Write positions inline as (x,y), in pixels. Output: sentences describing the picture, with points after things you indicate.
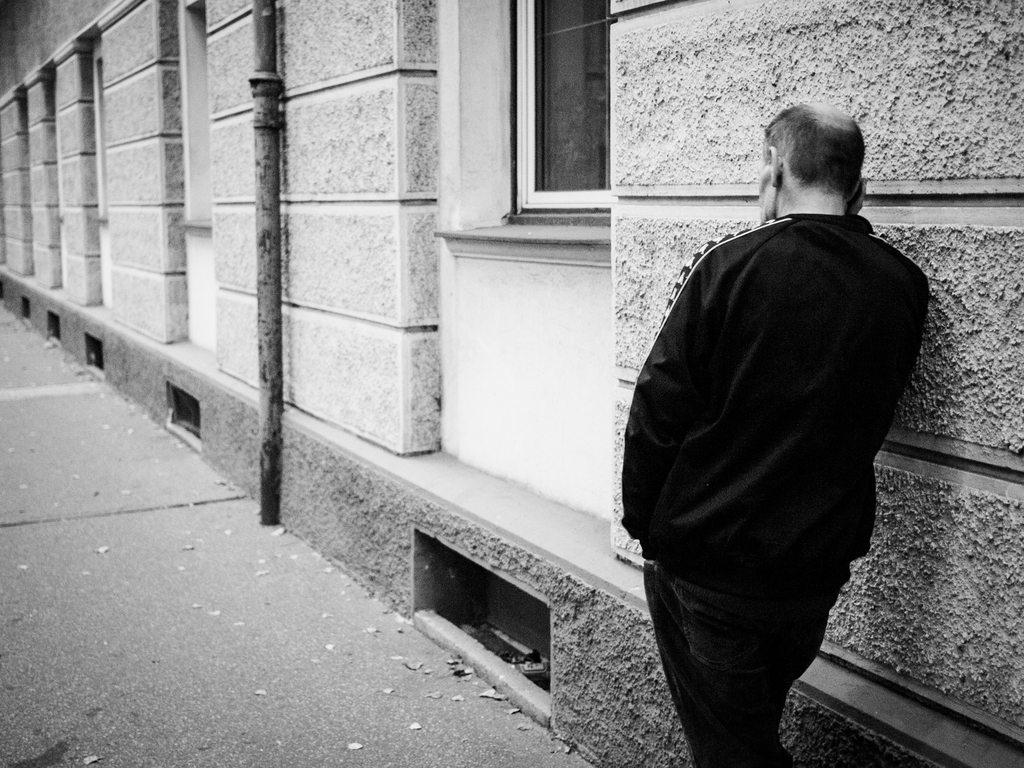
This is a black and white image. On the right side of the image (787,464), we can see a person (766,480) is standing near the wall (931,395). In the middle of the image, we can see the pipe (272,223) and glass window (604,163). At the bottom of the image (269,673), there is a walkway (200,646).
